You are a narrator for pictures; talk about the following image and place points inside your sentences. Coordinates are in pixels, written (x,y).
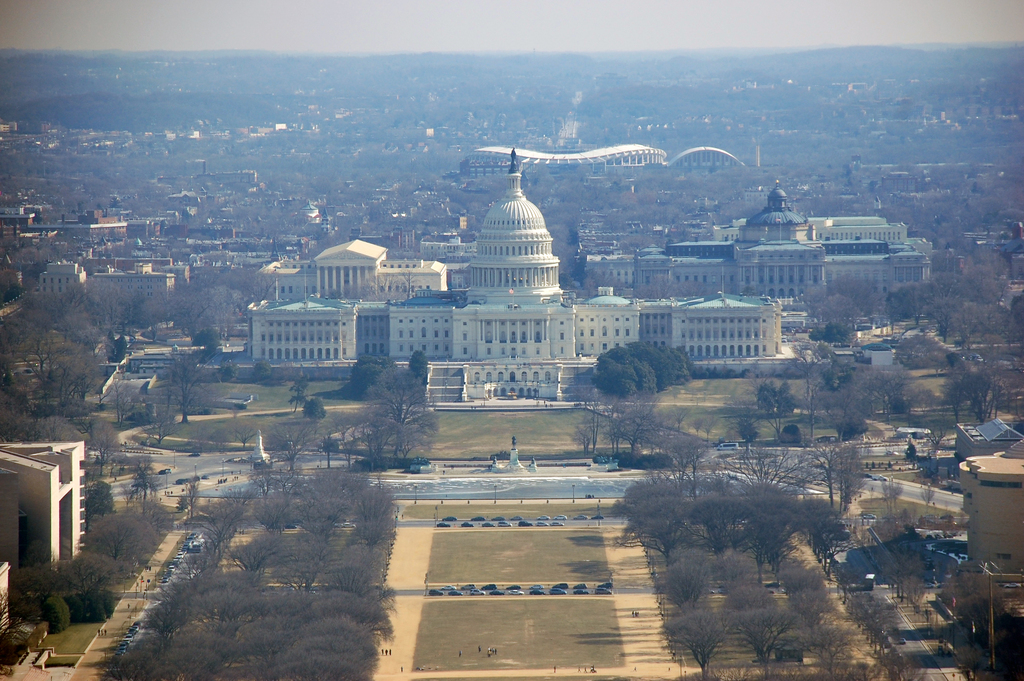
This is the over view of the city (546,97) where we can see buildings (578,165), trees (226,591) and roads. Cars (476,591) are parked on the road (642,589).
